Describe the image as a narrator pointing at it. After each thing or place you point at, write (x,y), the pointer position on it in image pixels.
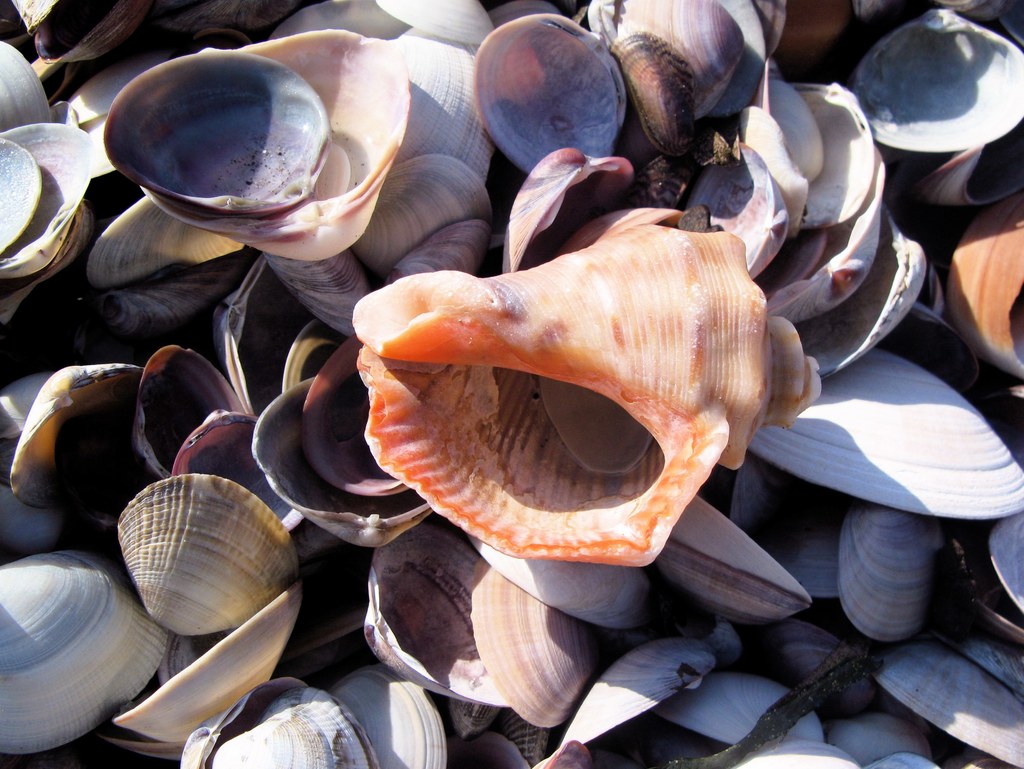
In this picture there are different types and different colors of shells (582,507).
